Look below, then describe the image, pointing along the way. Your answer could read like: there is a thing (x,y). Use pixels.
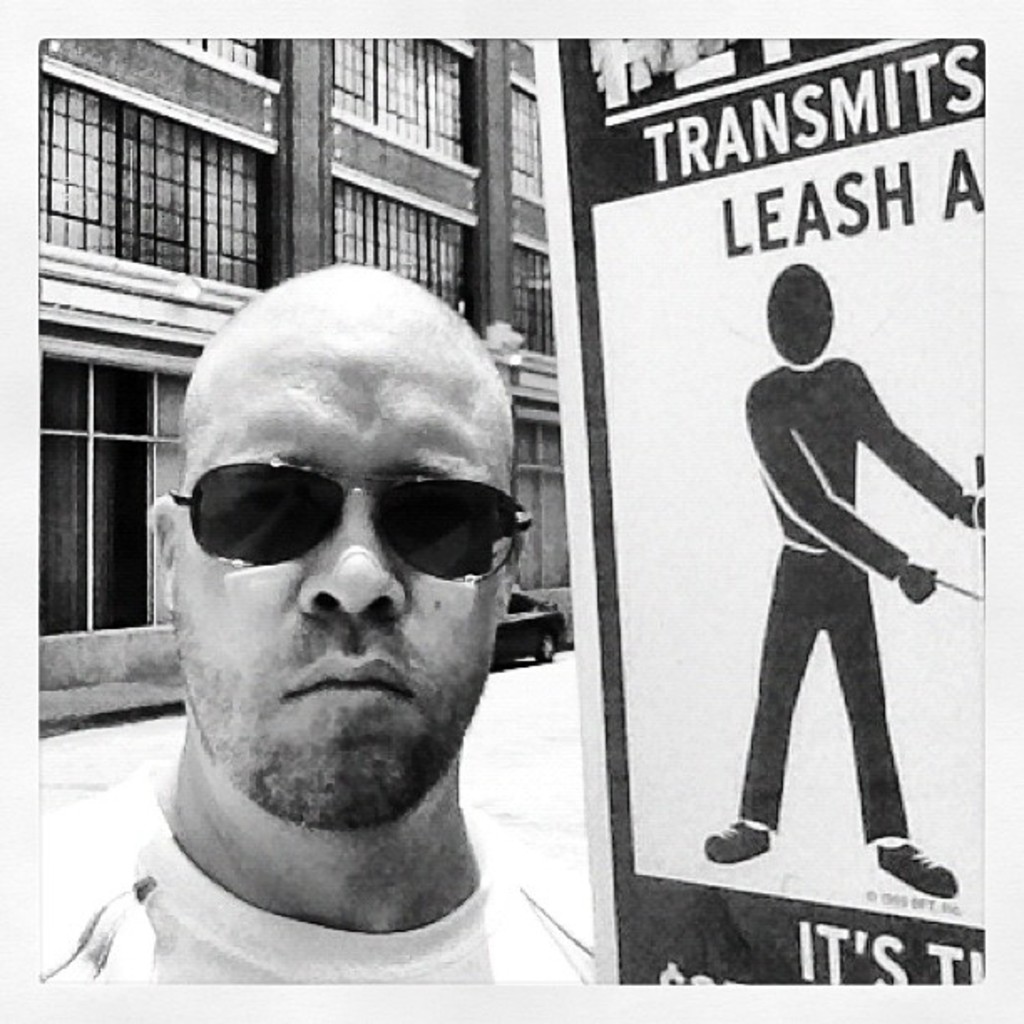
In this picture there is a man (342,505) wearing black sunglasses (276,470) is looking into the camera. Beside there is a white poster (584,345). In the background (280,203) we can see a building (101,436) with glass window (174,244).
